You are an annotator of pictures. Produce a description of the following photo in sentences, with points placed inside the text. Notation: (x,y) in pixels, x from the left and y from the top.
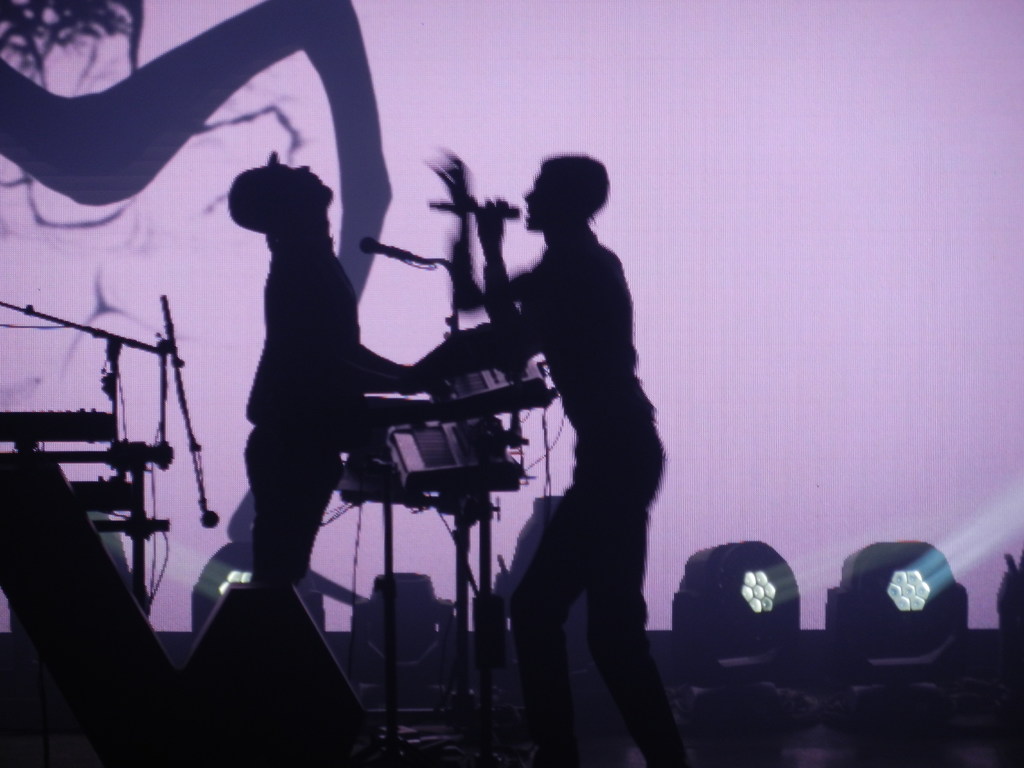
In the center of the image (592,288) we can see two men's (467,363) are standing and singing and a man (542,263) is holding a mic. In-front of them we can see the pianos (470,473) and mic (379,248) with stand (435,264). In the background of the image (561,466) we can see the board (826,314), musical instruments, mic (215,523) with stand (71,323). At the bottom of the image (976,762) we can see the floor (976,762).
